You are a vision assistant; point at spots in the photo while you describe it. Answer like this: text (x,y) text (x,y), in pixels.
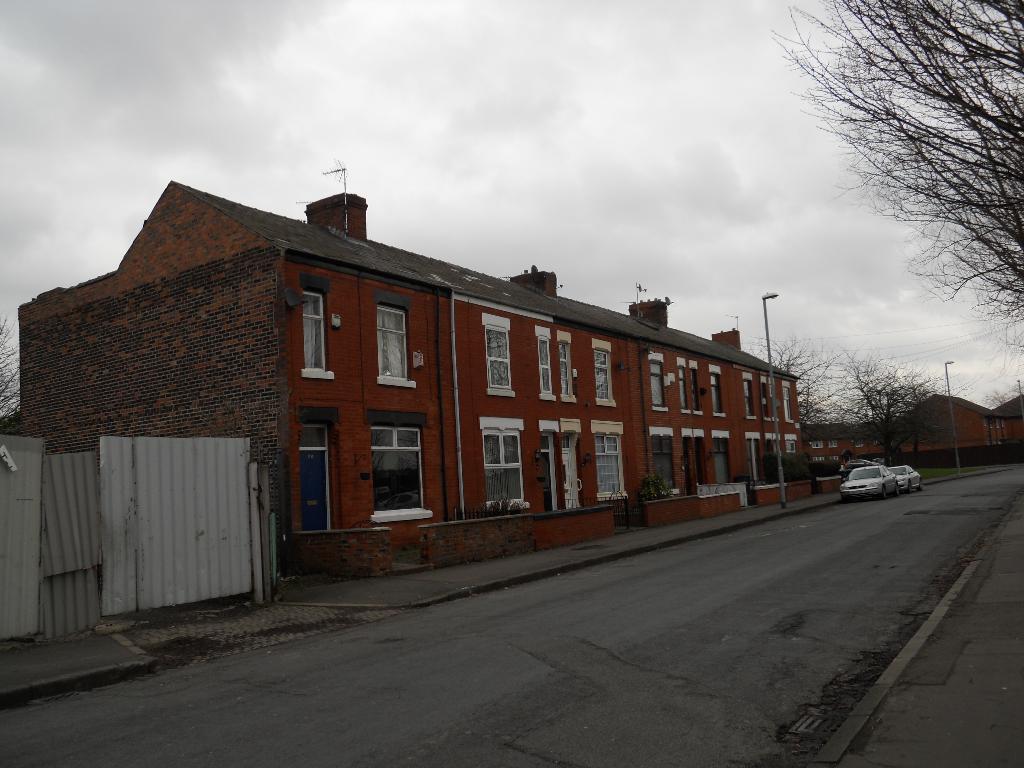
Sky (518,148) is cloudy. Here we can see buildings (656,451), glass windows (786,442), bare trees (904,409), light poles (763,307) and vehicles (859,485).
